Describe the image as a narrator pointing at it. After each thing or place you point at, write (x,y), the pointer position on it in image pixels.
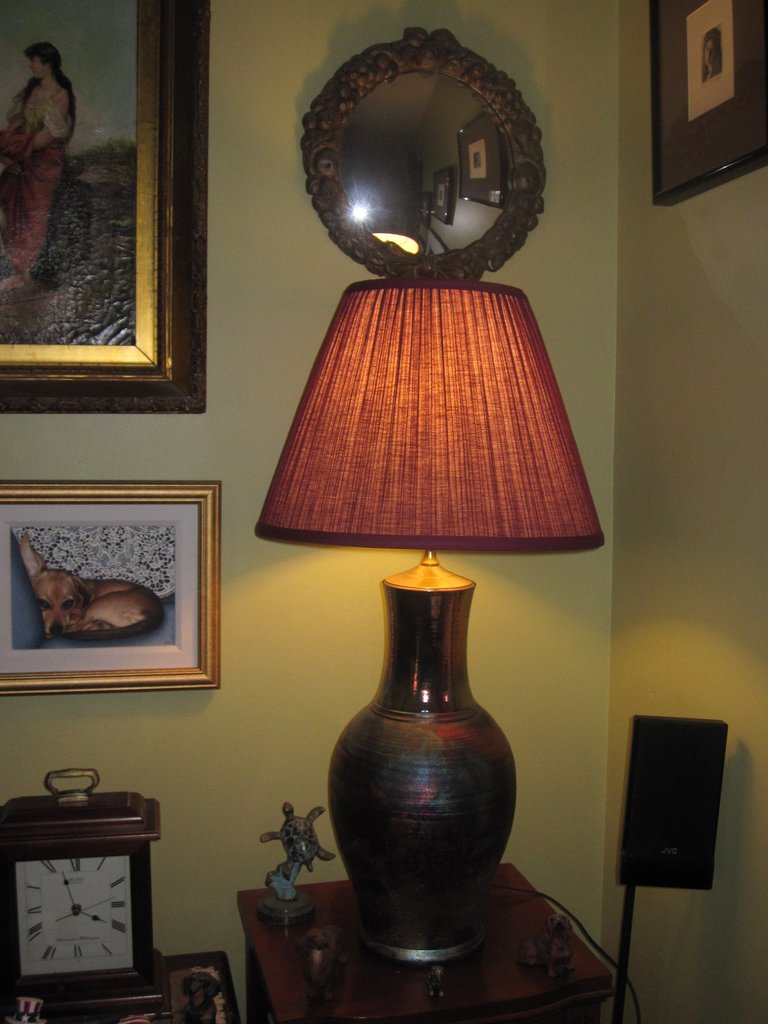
The picture is taken inside a room (630,586) where one table (338,1004) is present, on it one bed lamp (432,943) is present behind the lamp (356,497) there is one wall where one mirror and photos (73,65) are placed on it and beside the table (253,1012) there is one clock (99,814) is present and at the right side (640,753) one speaker (689,731) is present.
